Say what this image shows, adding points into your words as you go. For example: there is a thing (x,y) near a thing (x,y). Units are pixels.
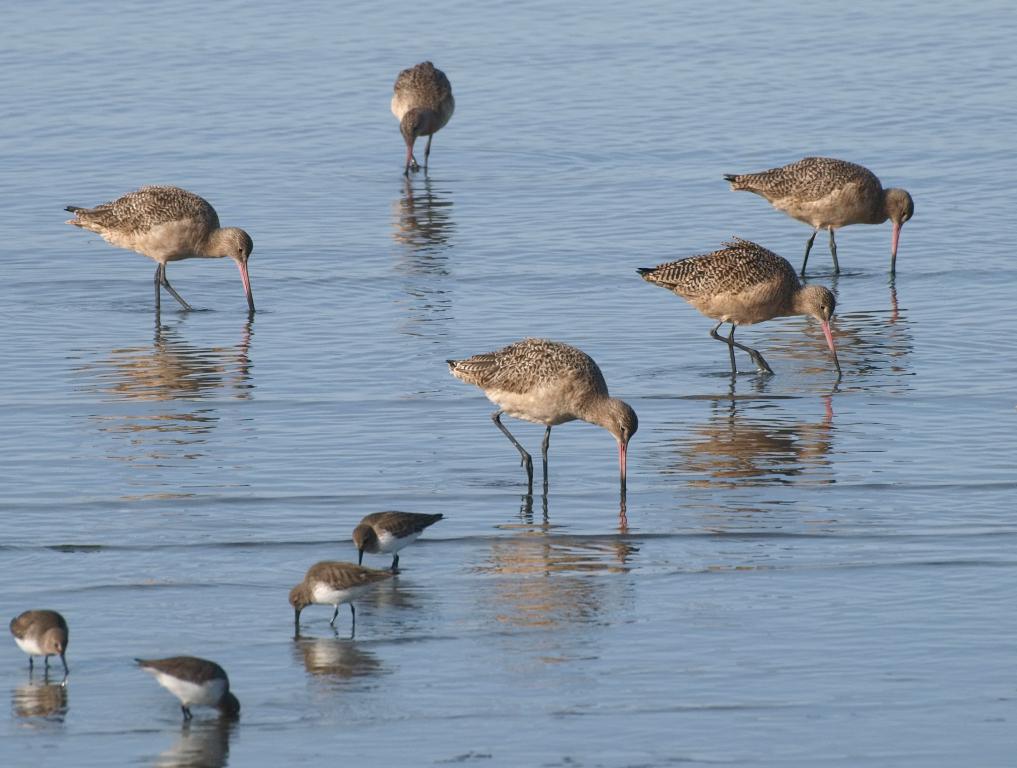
In this image few birds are standing in water (615,599). Birds (833,339) are keeping its beaks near to the water (494,647).
